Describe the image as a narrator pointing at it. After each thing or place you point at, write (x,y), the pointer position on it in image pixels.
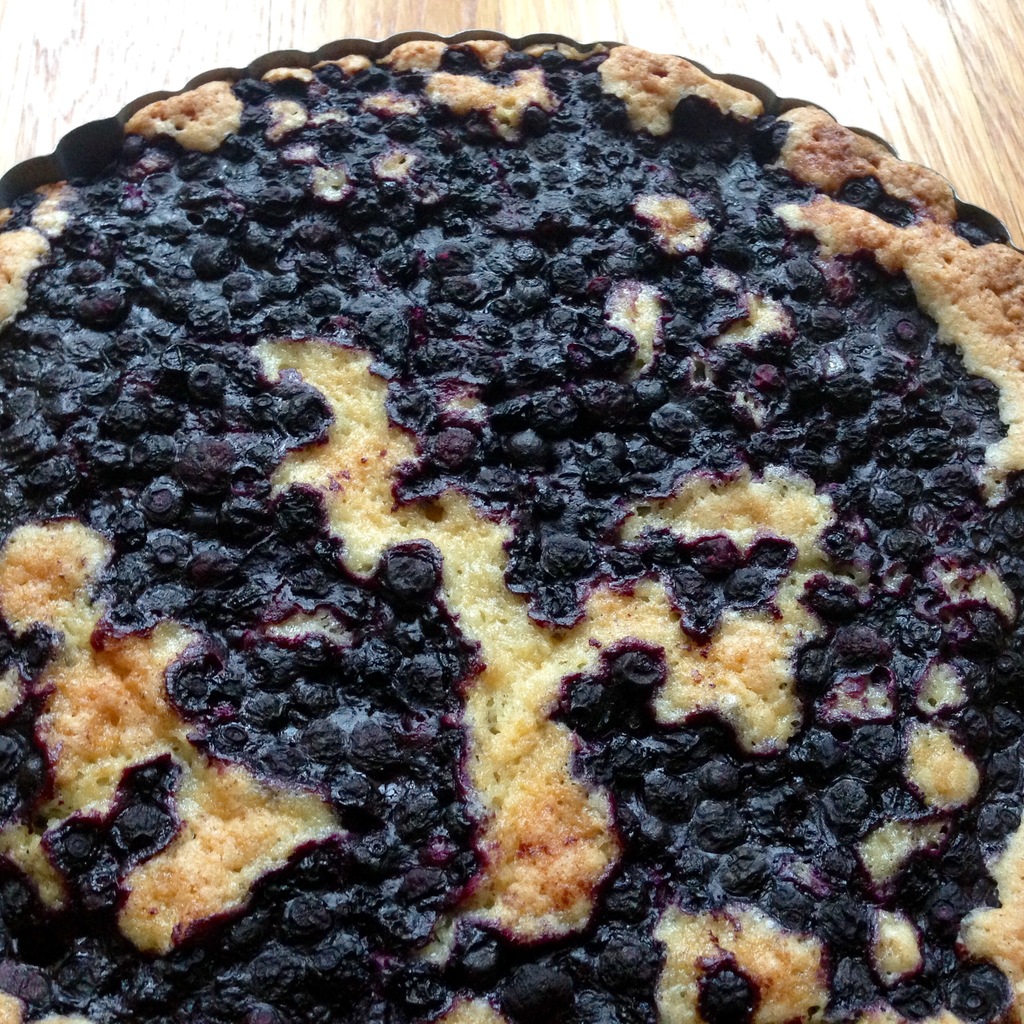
This image consists of a cake (584,568). At the top (975,40), it looks like a table (958,35).
